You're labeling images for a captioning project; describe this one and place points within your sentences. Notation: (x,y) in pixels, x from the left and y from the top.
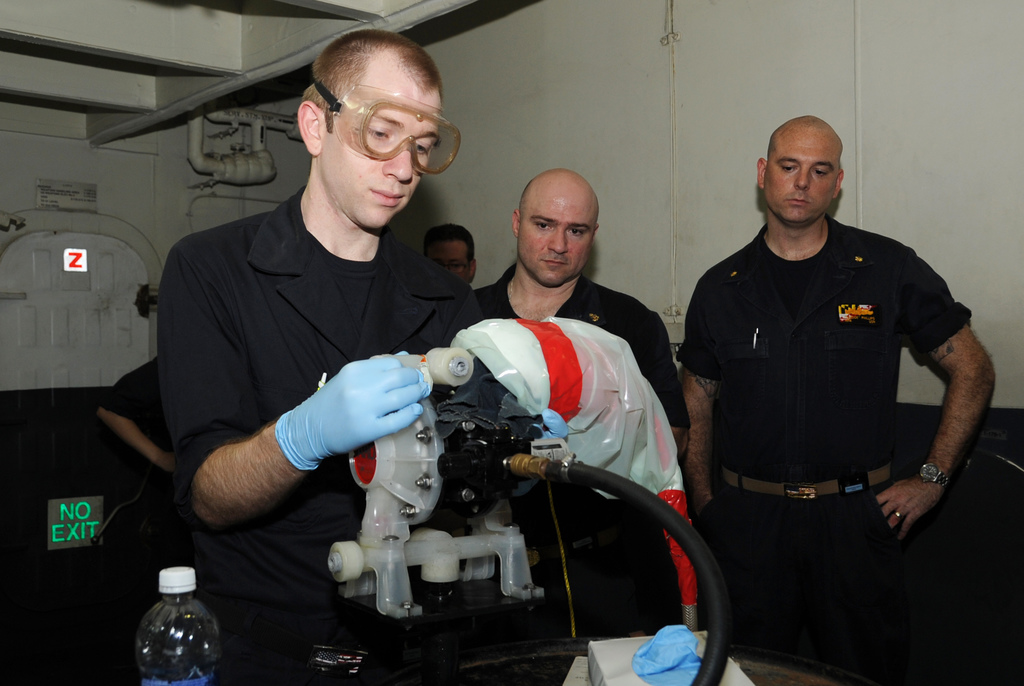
This picture looks like it is a mechanical lab (862,449). In the foreground of the picture (822,327) there are three men (590,318) standing in black uniform (775,365). In the center of the picture (483,331) there is a machine (403,509), and a bottle (201,638) in the bottom left (193,633). On the left (117,273) there is a door (63,343). On the right (934,68) there is a wall (948,78). In the upper left of the background (195,163) there are pipes (194,128). In the background (449,257) there are few other people (456,264) standing.
